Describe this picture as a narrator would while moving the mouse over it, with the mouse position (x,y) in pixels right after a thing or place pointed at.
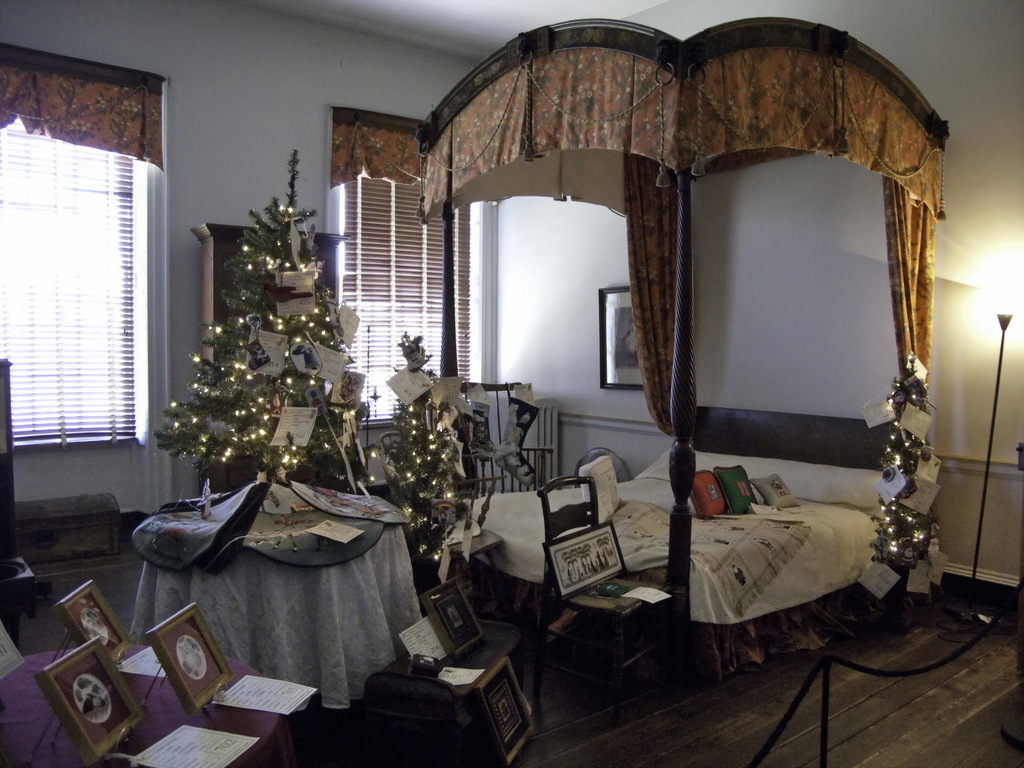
In this picture we can see bed (670,298), Christmas tree (329,381), and windows (350,284) to the wall (720,342).
